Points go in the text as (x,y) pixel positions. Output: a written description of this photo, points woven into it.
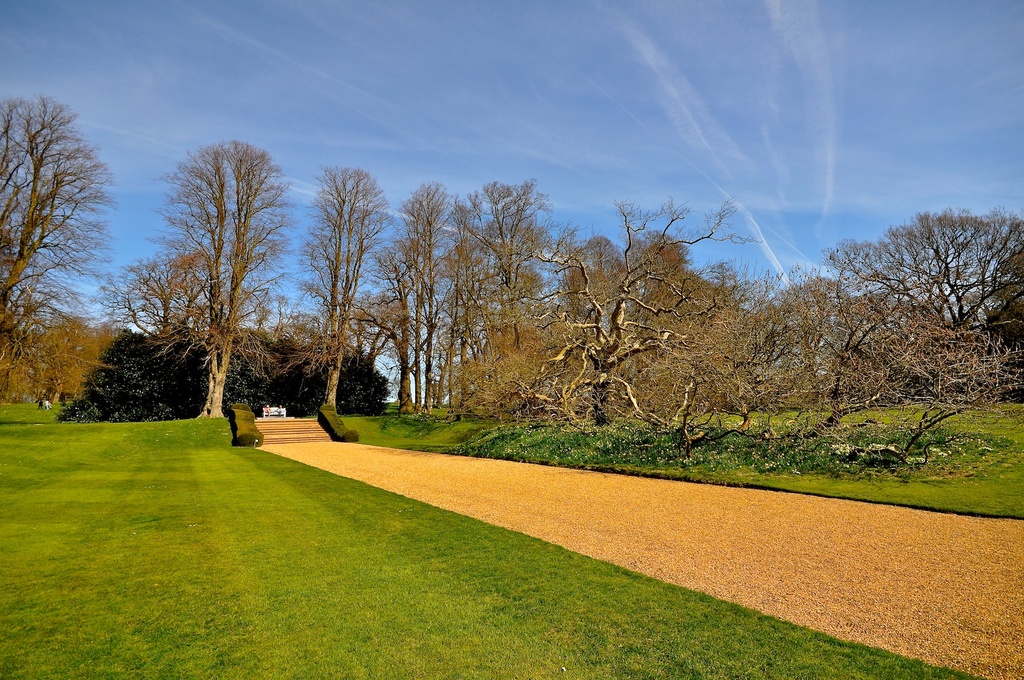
In this picture I can see trees (480,364), grass (401,505), steps (288,440) and a path (643,547). In the background (425,178) I can see the sky (433,170).
